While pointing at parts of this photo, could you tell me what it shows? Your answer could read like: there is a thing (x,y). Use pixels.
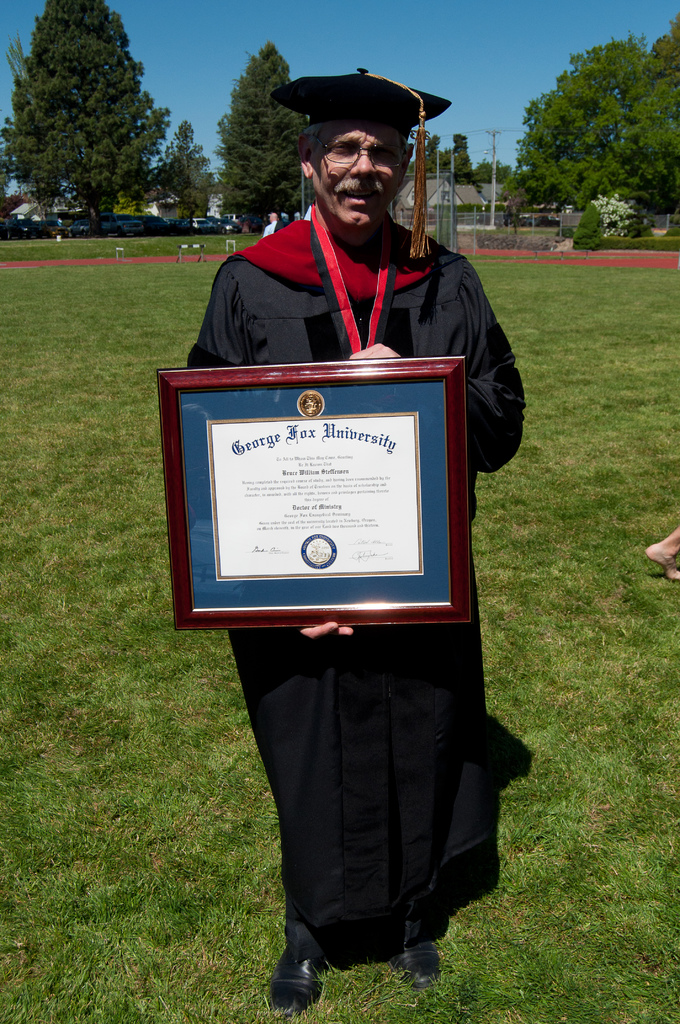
In the center of the image (331,547) a man (291,314) is standing and holding a diploma (293,451). In the background of the image (549,179) we can see a trees (540,129), poles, houses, cars (152,231) are present. At the bottom of the image (128,796) grass (124,796) is there. At the top of the image (190,87) sky (208,99) is present.
